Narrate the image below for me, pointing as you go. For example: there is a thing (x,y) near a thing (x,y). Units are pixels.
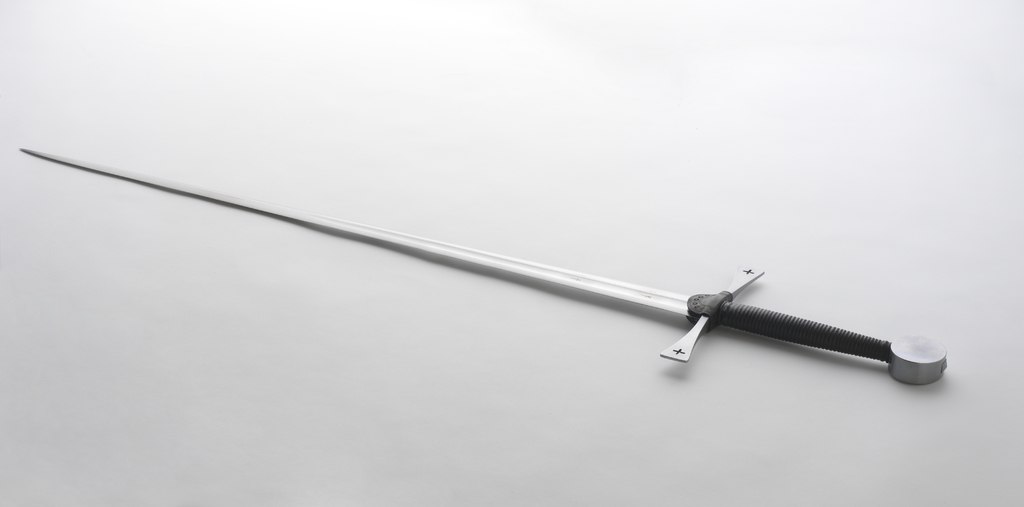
In this image we can see black and white picture of a sword (752,325) placed on the surface (587,322).
